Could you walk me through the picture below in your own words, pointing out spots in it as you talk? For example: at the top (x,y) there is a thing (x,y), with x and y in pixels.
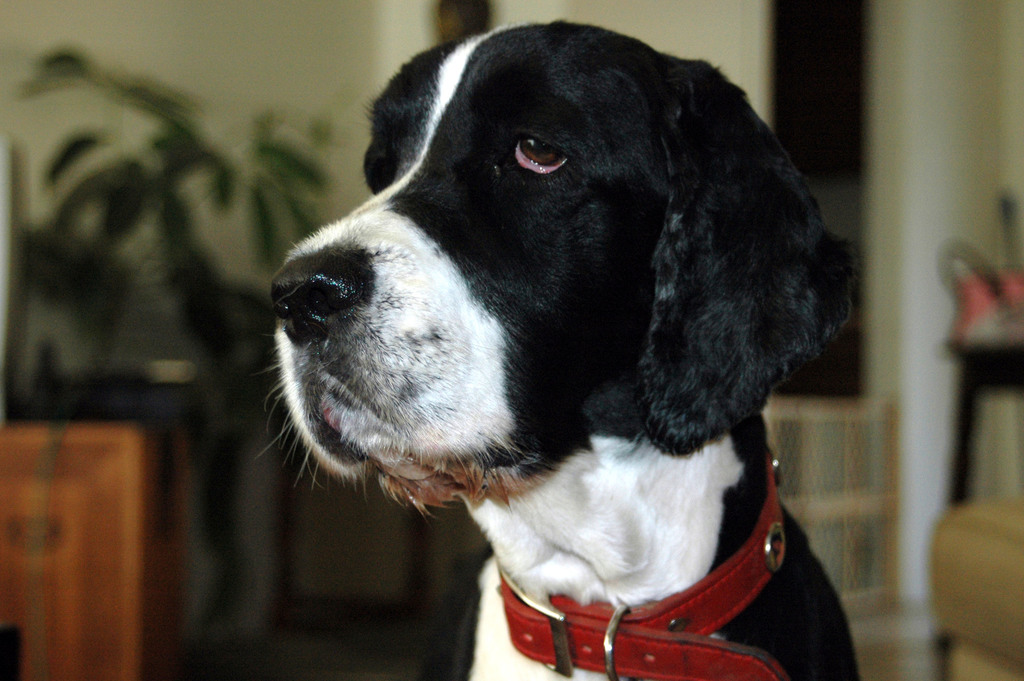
In this image we can see a dog (505,441), there are some potted plants (182,282) on the table (101,461), also we can see some other objects (959,482), in the background (907,480) we can see the wall (155,67).
